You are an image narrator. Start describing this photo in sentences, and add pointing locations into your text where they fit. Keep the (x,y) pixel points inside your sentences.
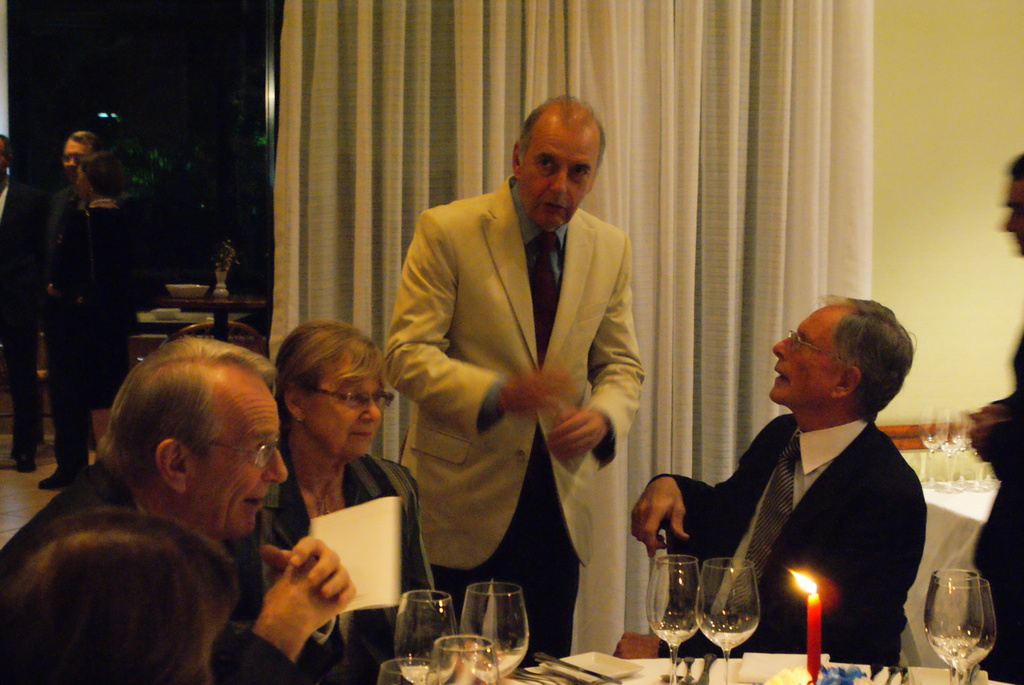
In this image I can see there are few persons (609,278) visible in front of the table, on the table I can see glass (751,574) and candle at the top (614,107) I can see the curtain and the wall (949,90) and a person (1000,517) and table (953,500), glass (950,415) visible on the right side (999,410) and on the left side (140,217) I can see three persons (19,190), and table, on the table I can see bowl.
